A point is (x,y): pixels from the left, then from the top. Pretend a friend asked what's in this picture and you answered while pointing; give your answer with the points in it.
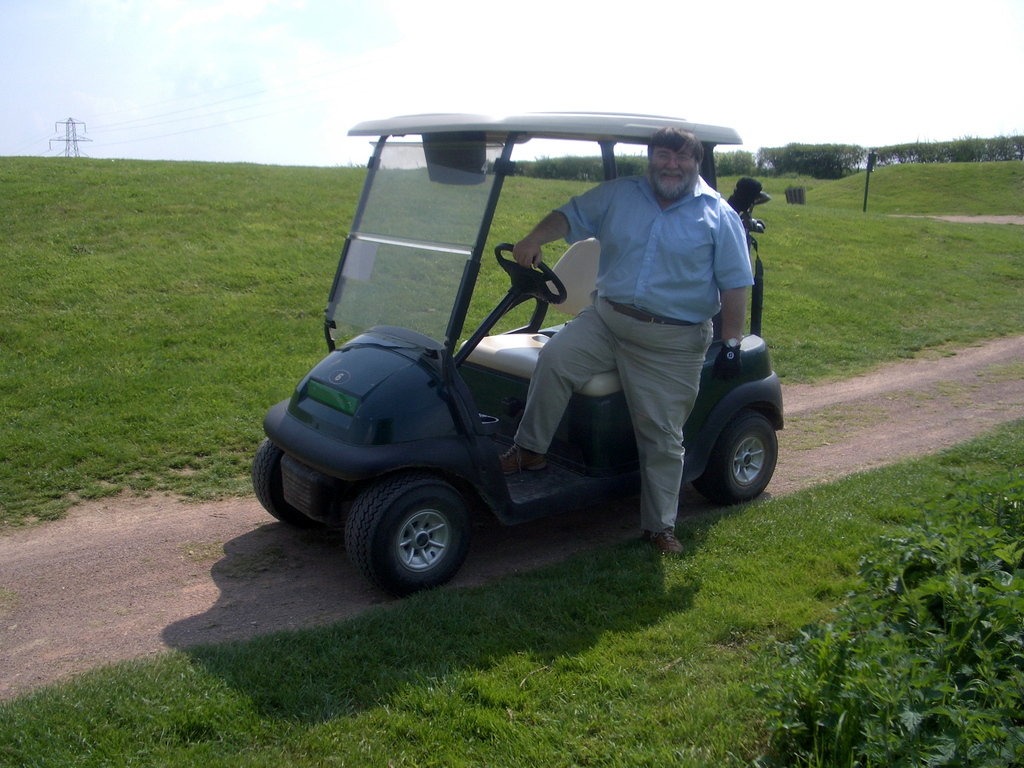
In this image we can see grass (561,659) in the foreground (695,642) and a man (687,345) standing beside the vehicle (596,399). And on the back side (79,353) also we can see the grass (17,331). The sky (121,137) is clear. On the left top side (72,142) we can see an electric pole (69,134) and the top right side (844,170) we can see the trees (955,150).
